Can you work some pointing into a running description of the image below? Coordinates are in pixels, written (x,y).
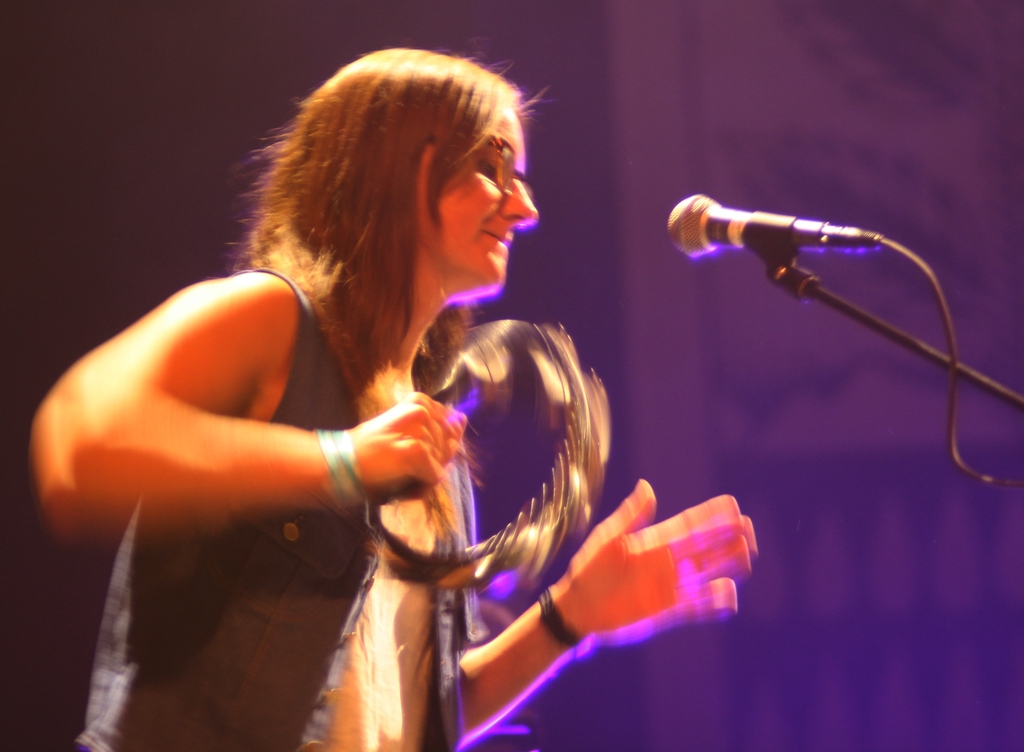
In this image we can see a woman (352,660) holding an instrument (575,504). We can also see a mic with a stand (1020,401).
